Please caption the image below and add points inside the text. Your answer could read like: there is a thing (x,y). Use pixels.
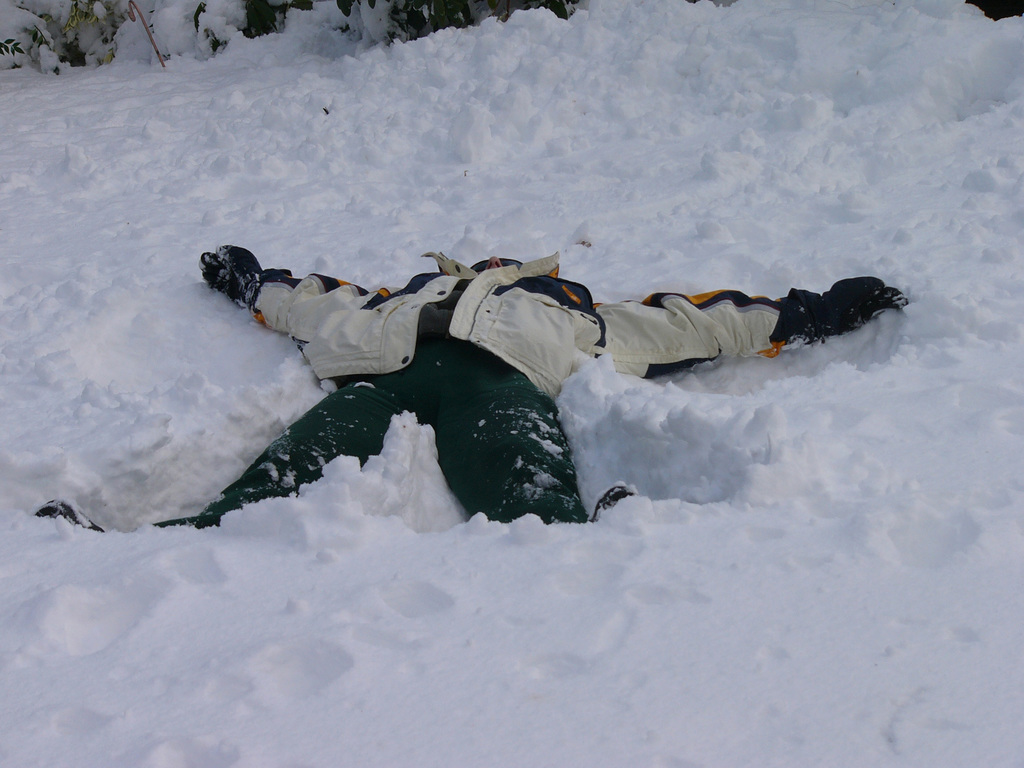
In the center of the image (504,381) we can see a person (398,373) is lying on the snow (396,440) and he is in a different costume (561,358). In the background (156,89), we can see snow (545,563) and some objects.
